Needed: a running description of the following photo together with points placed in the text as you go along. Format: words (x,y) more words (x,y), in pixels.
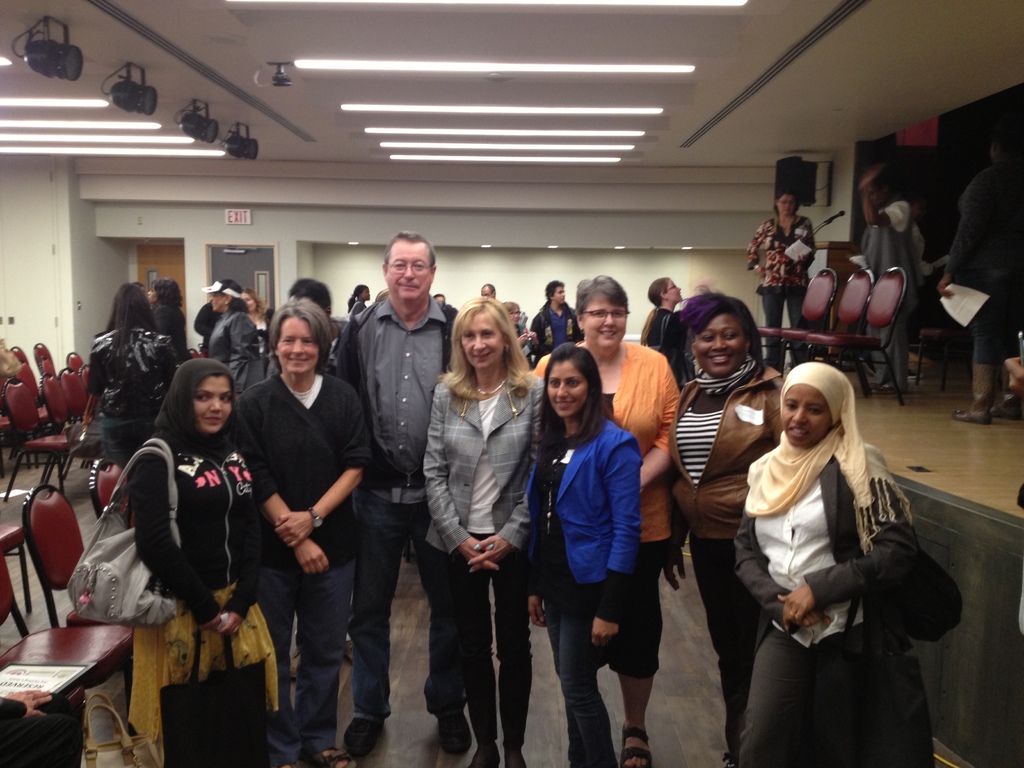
In this image there are group of persons (412,520) standing, persons (672,498) are holding objects (243,669), persons (271,680) are wearing bags (934,621), there are chairs (60,425) truncated towards the left of the image (32,416), there are chairs (826,328) on the stage (946,460), there are persons (972,421) on the stage (926,442), there is a microphone (829,222), there is the wall (618,263), there is a board (246,216) on the wall (254,216), there is text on the board (232,217), there are lights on the wall (570,251), there is roof (244,66) truncated towards the top of the image (546,63), there are objects (74,69) on the roof (432,75), there are lights (537,131) on the roof (514,86), there are lights (54,124) truncated towards the left of the image (99,149), there is a wall (28,236) truncated towards the left of the image (23,198), there is a person (49,723) truncated towards the bottom of the image (22,742), there is a bag (100,748) truncated towards the bottom of the image (102,748).
